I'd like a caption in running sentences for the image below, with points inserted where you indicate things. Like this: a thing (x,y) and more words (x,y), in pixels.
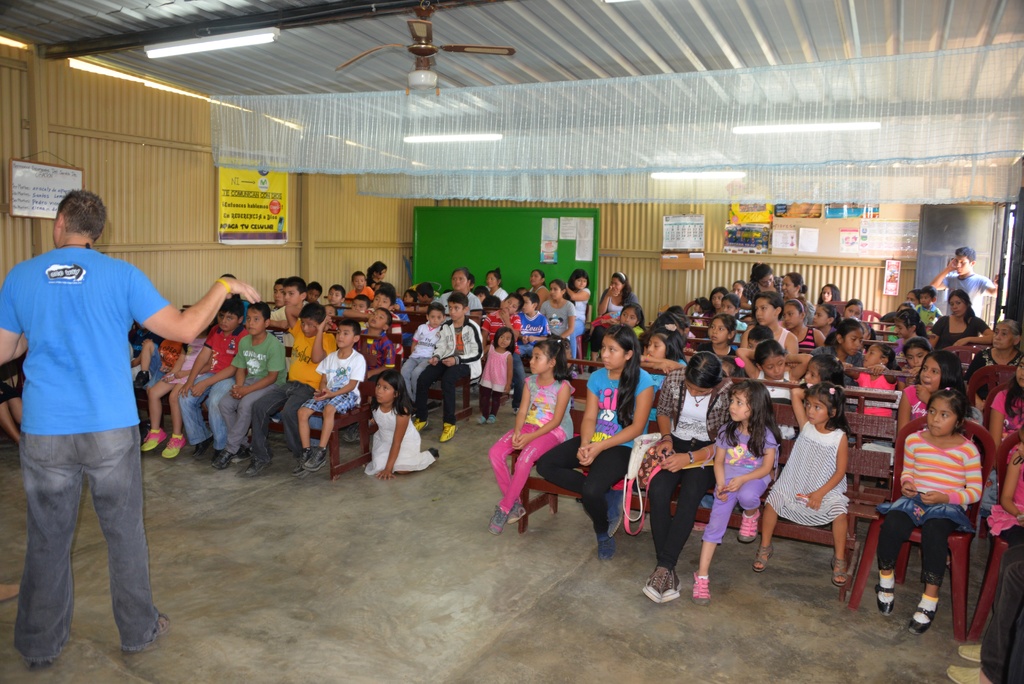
In this image in the room (566,535) there are many kids (743,422) sitting on the benches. In the left (64,270) a man (79,329) is standing wearing blue t-shirt (51,272). On the wall (197,211) there are boards (522,238), papers (734,243). On the ceiling (418,155) there are fans (414,74), lights (271,38). Here a person (966,265) is standing.
